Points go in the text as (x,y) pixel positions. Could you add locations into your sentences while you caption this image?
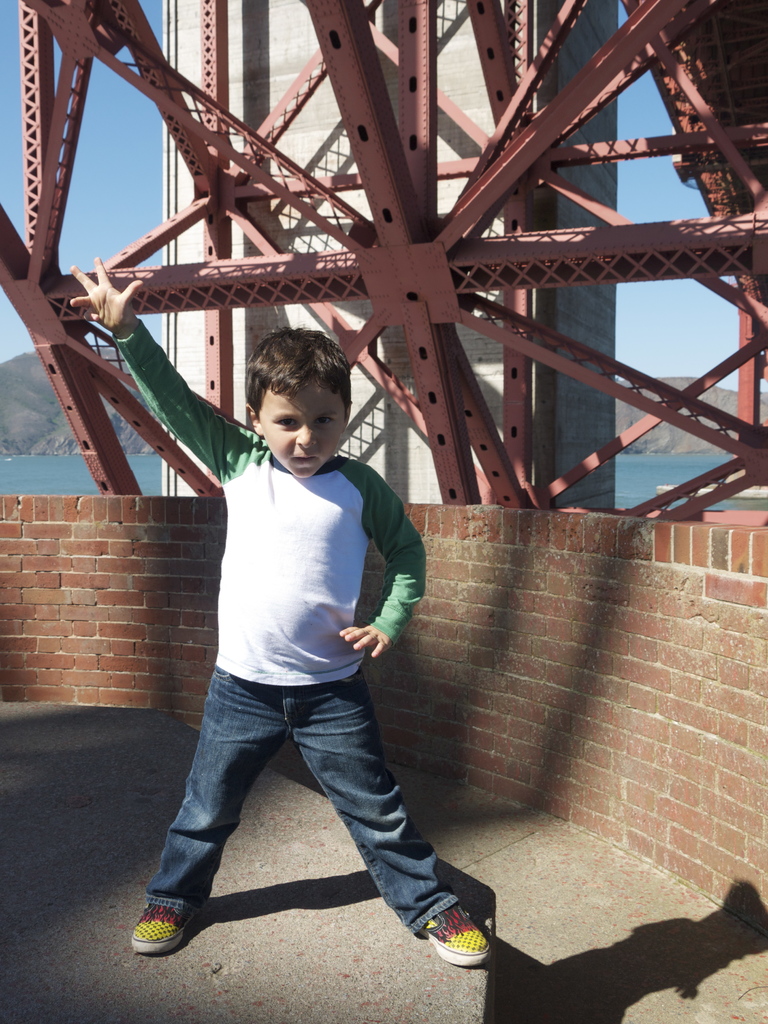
In this image in the center (268,532) there is one boy (261,605) who is standing and in the background (12,624) there is a wall (12,624) and tower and also some mountains (12,381). In the center (377,441) there is a bridge (515,495), at the top of the image (712,320) there is sky (687,295) and at the bottom (333,942) there is a walkway (587,906).
